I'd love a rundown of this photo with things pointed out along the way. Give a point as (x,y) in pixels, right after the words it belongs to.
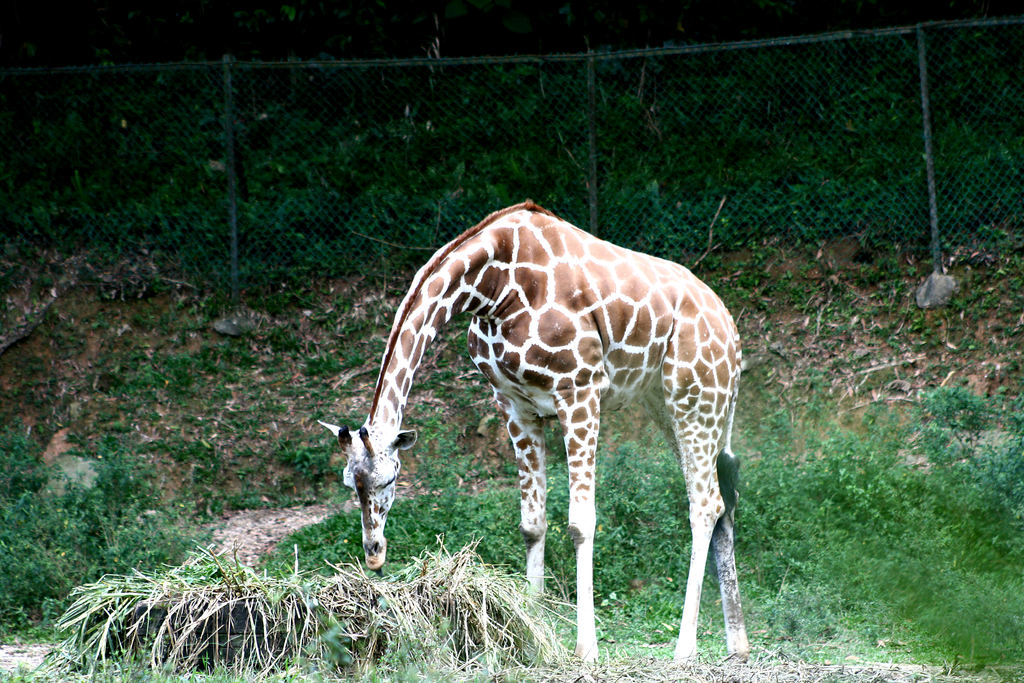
In this image we can see a giraffe (382,558) which is eating grass (117,590) and in the background of the image (535,139) there is fencing (417,127) and there are some trees (404,187).
